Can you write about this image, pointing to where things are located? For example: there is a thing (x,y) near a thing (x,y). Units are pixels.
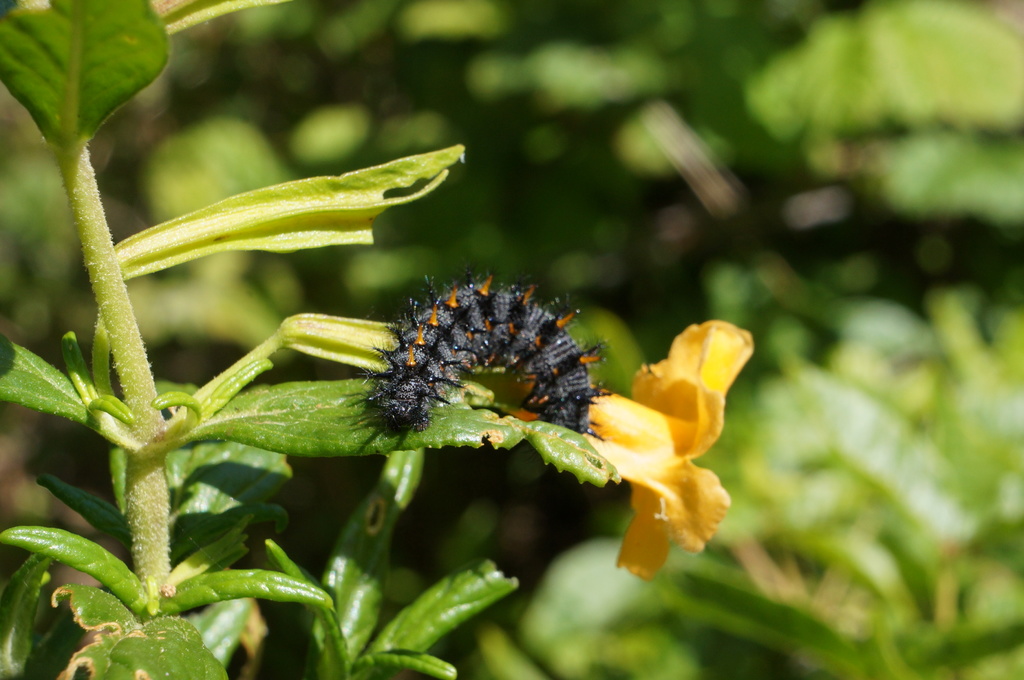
In this image I can see an insect (435,380) on the leaf (472,427) and I can see the flower (707,344) in yellow color. In the background (781,381) I can see few plants (53,305) in green color.
